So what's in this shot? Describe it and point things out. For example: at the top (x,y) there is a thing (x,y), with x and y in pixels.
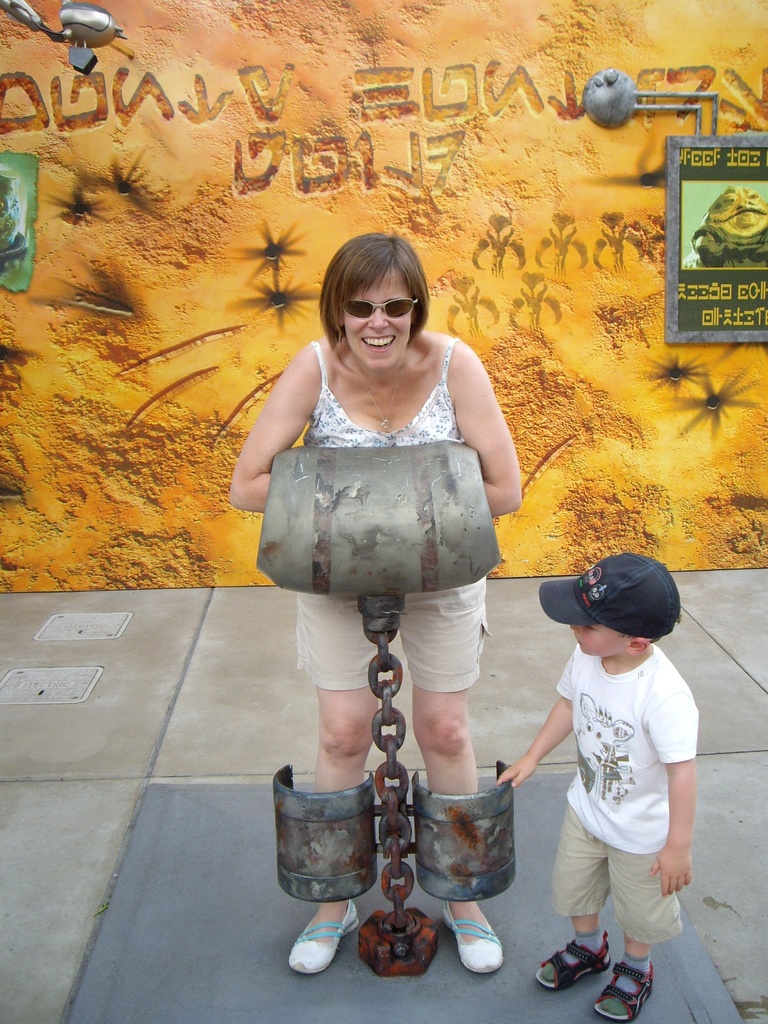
In this picture I can see a woman (340,684) and a boy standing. I can see a frame (669,293) with a picture (717,257) on the wall (532,536).
